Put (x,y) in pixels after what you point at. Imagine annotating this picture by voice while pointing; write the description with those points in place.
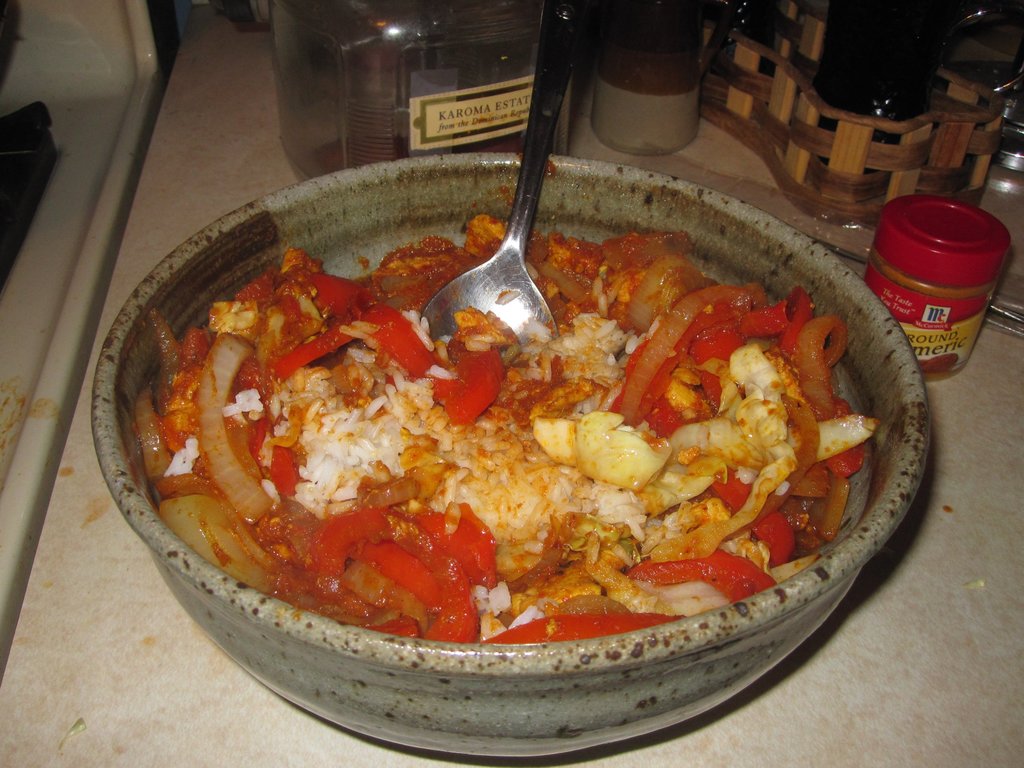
In this picture we can see a bowl (850,555) in the front (849,539), there is some food (694,548) and a spoon (511,279) in this bowl (575,314), in the background (955,221) there are bottles (970,223) and a tray (913,142).
